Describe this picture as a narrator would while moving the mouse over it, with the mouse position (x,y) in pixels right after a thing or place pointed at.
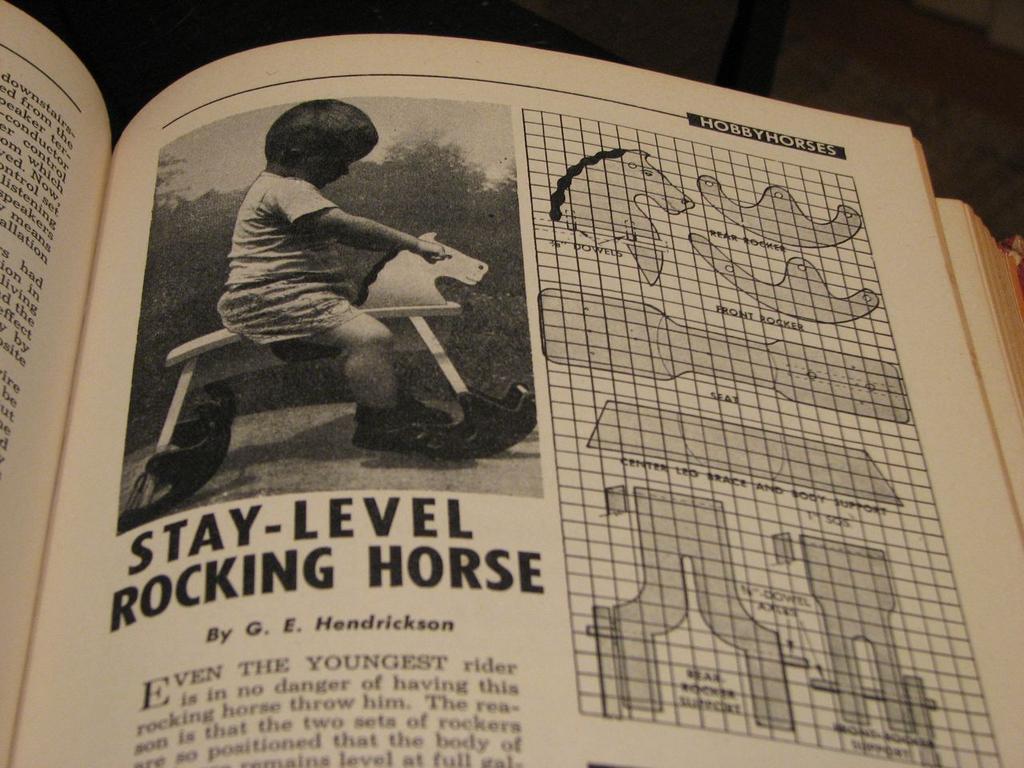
This is a book (345,386) and here we can see an image (310,392) of a kid (361,322) on the toy (399,311) and there are some other pictures (769,514) and some text (367,612) on the paper (583,341).
